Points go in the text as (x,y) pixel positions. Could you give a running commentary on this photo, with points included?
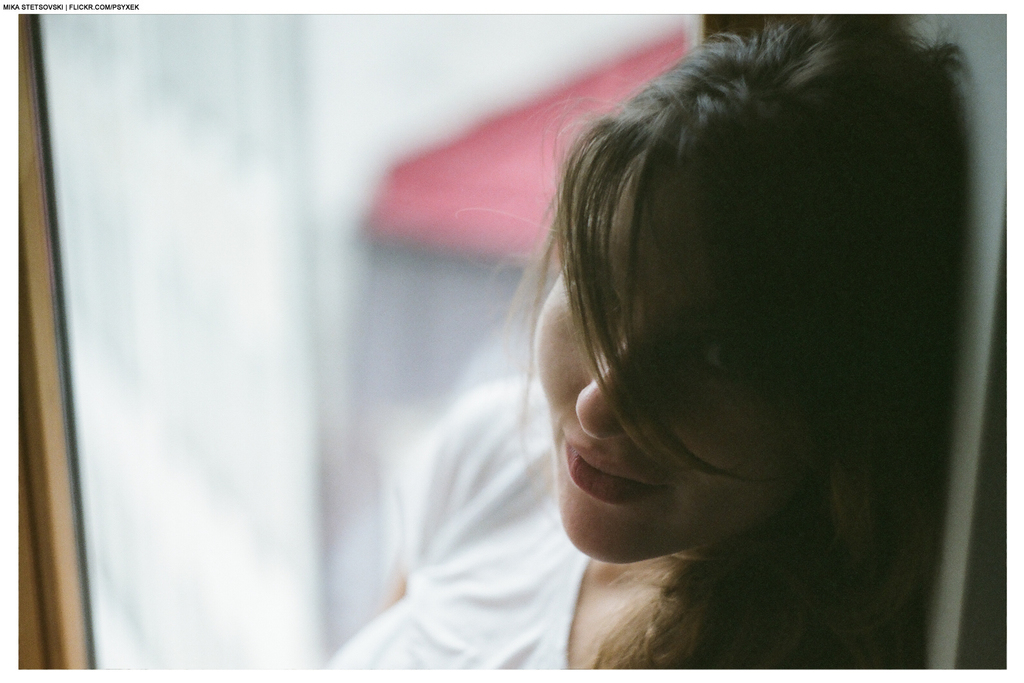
In the foreground of the image (836,387) there is a lady (836,387). In the background of the image (103,63) there is glass (93,347) to the wall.
